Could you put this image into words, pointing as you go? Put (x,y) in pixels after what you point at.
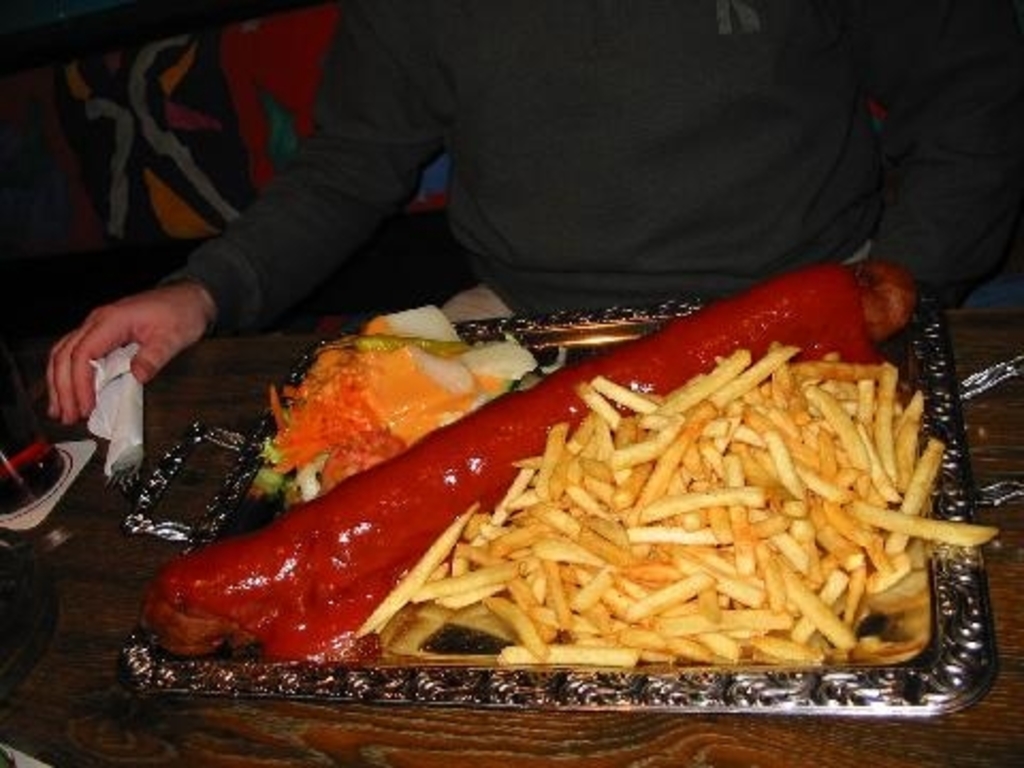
There are french fries (506,534) and other food items (345,472) in a plate (397,696) on the table (406,737) and we can also see a glass (16,502), fork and tissue paper (126,437) on the left side (113,462) on the table (426,720) and there is a person (373,225) at the table (159,743). In the background (157,189) on the left side (104,192) there are objects (117,184).
